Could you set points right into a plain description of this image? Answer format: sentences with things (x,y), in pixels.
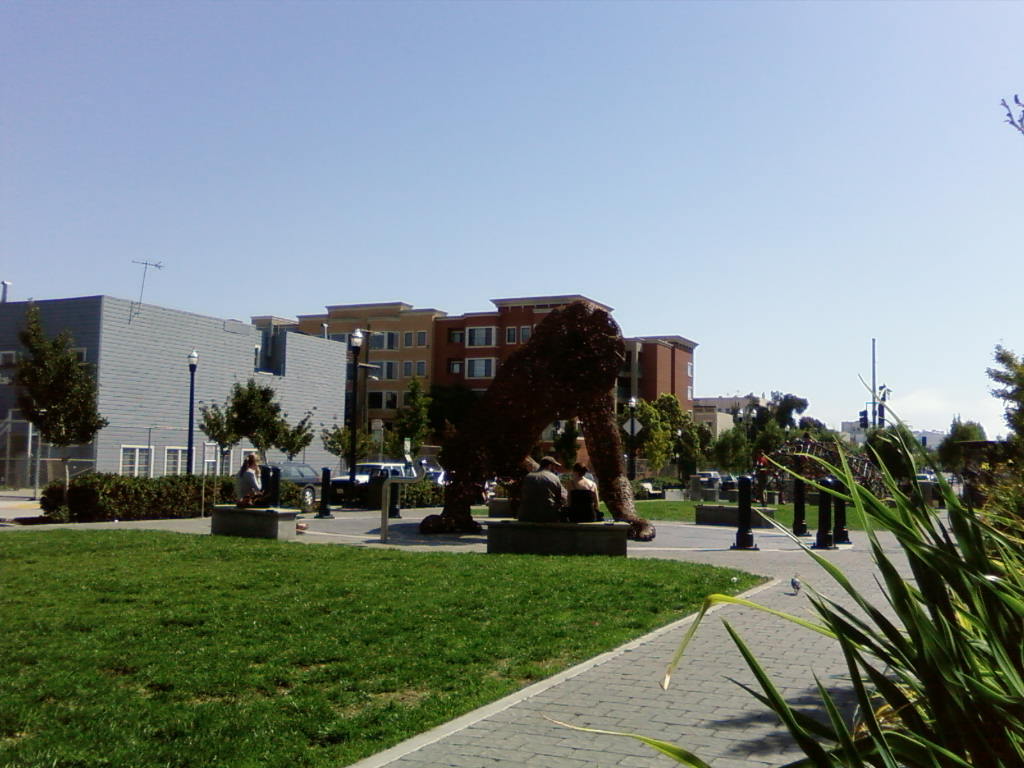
At the bottom of the image (620,767) there is a floor (682,726). And on the ground (392,650) there is grass (293,605). There are few people (543,510) sitting on the benches (512,498). In front of them there is a statue (618,451). In the image there are trees (252,425), bushes (649,478) and poles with lamps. Behind them there are buildings (388,383). At the top of the image (487,164) there is sky (656,154).
